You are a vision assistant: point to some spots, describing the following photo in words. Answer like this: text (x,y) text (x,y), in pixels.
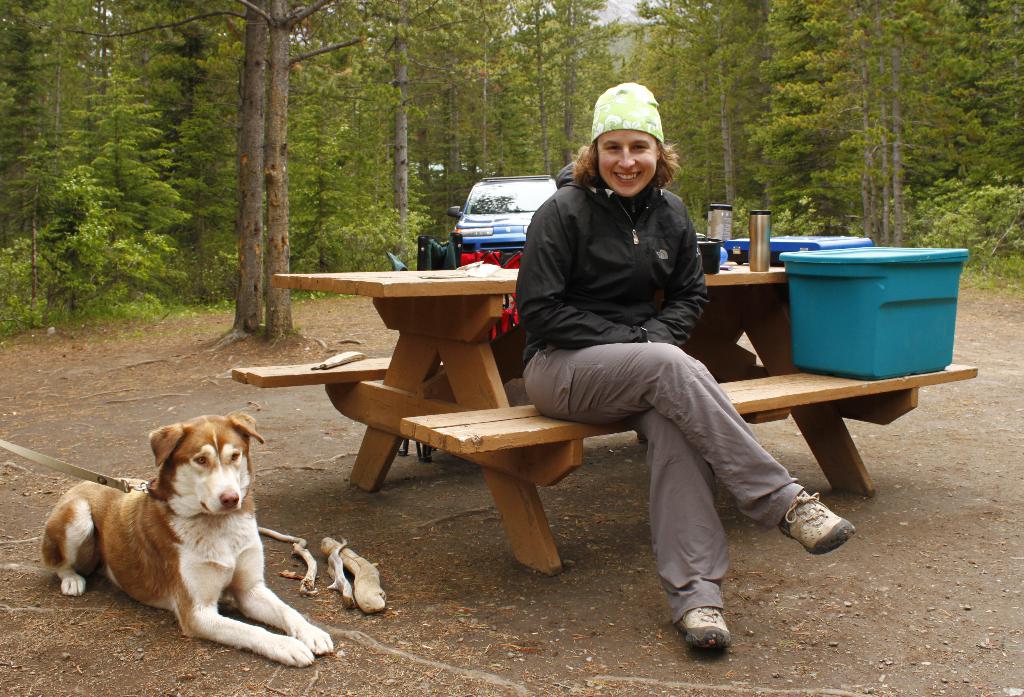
In this picture we can see women (612,361) wore jacket (573,216), cap (596,118) and smiling and sitting on wooden bench (490,358) and beside to her we can see box (851,289), bottle (765,238) and dog (220,465) and at back of her we can see car (521,192) on path (271,465), trees (401,115).
